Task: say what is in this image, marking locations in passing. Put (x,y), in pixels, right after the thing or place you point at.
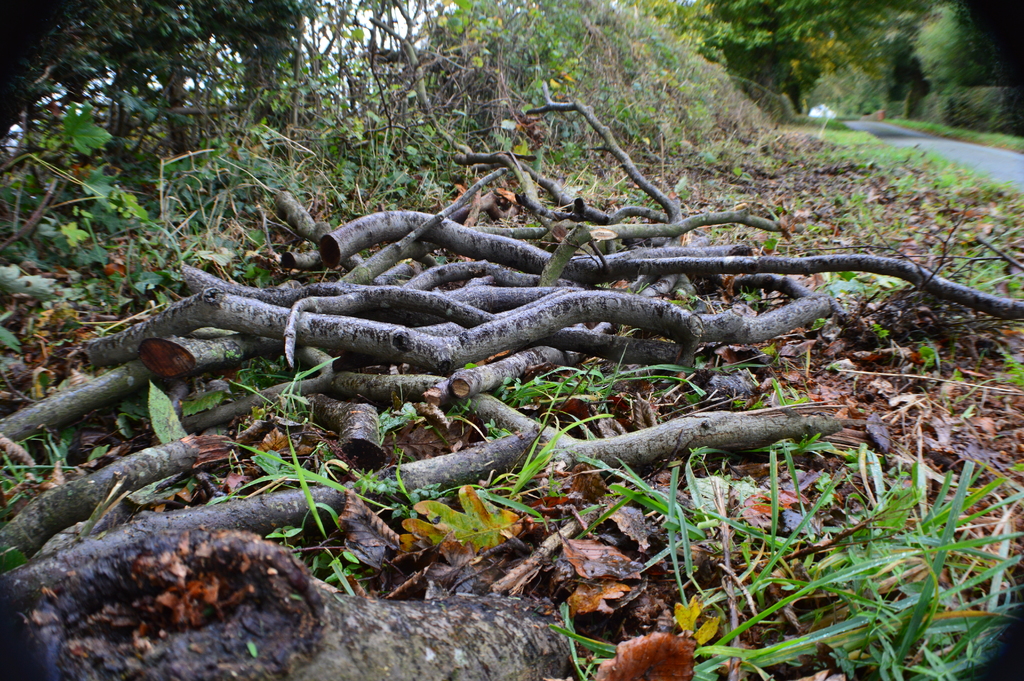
In this image there are dry branches (462,348) and leaves (514,199), behind them there are trees (948,37) and there is a road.
